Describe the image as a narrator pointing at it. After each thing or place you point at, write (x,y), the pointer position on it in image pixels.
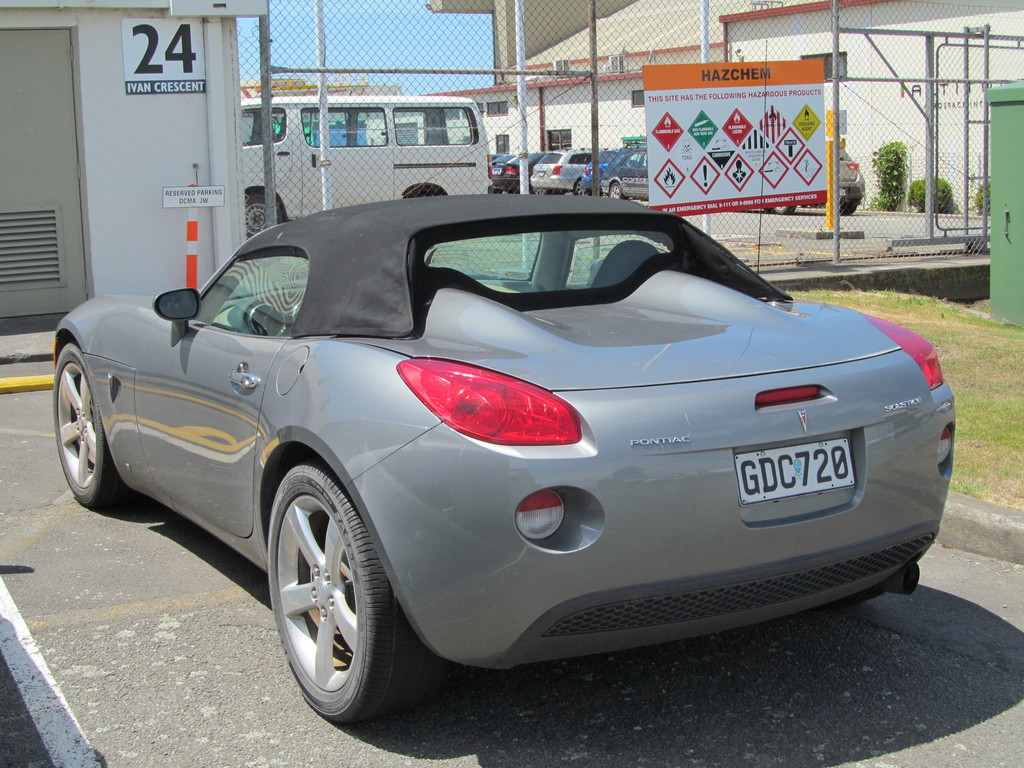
In this picture there is a car (428,229) in the center of the image (362,257) and there are other cars (435,119) in the background area of the image (512,154), there is grassland (1004,429) on the right side of the image (986,333) and there is a net boundary (458,67) and a sign board (805,95) in the center of the image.
